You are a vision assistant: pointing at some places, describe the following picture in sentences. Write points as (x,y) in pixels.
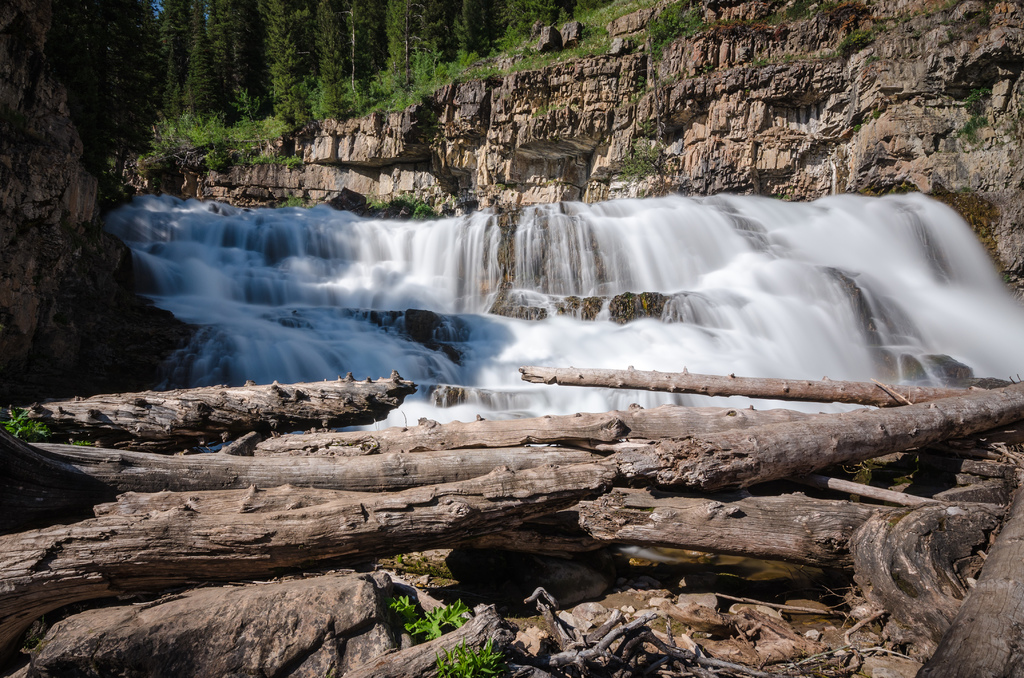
In this image in the center (447,352) there is a waterfall (667,352), at the bottom (609,496) there are some wooden sticks (769,531). In the background (383,93) there are mountains (419,114) and trees (136,132).
